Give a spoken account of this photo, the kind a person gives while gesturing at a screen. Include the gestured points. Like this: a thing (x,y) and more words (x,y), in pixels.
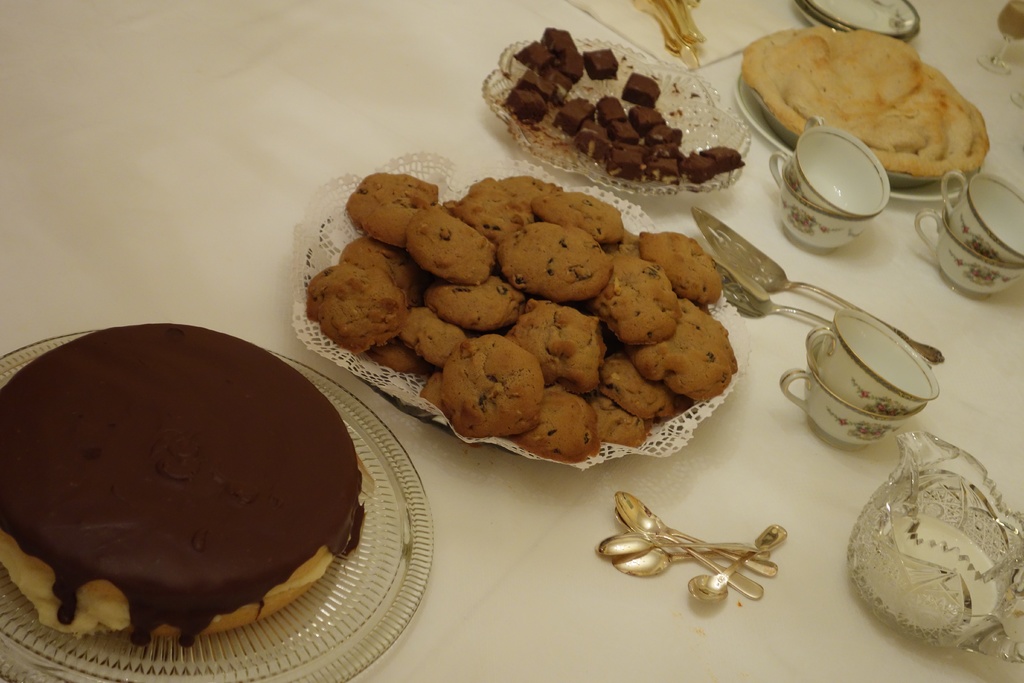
In the foreground of this image (234,526), there are cookies (518,389), cake (278,458), chocolates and a food item (833,79) on platters (677,80). We can also see spoons (711,551), spatulas (758,292), cups (957,241), jar (957,578), glasses (1003,40), platters (631,58) on the table (265,105).
